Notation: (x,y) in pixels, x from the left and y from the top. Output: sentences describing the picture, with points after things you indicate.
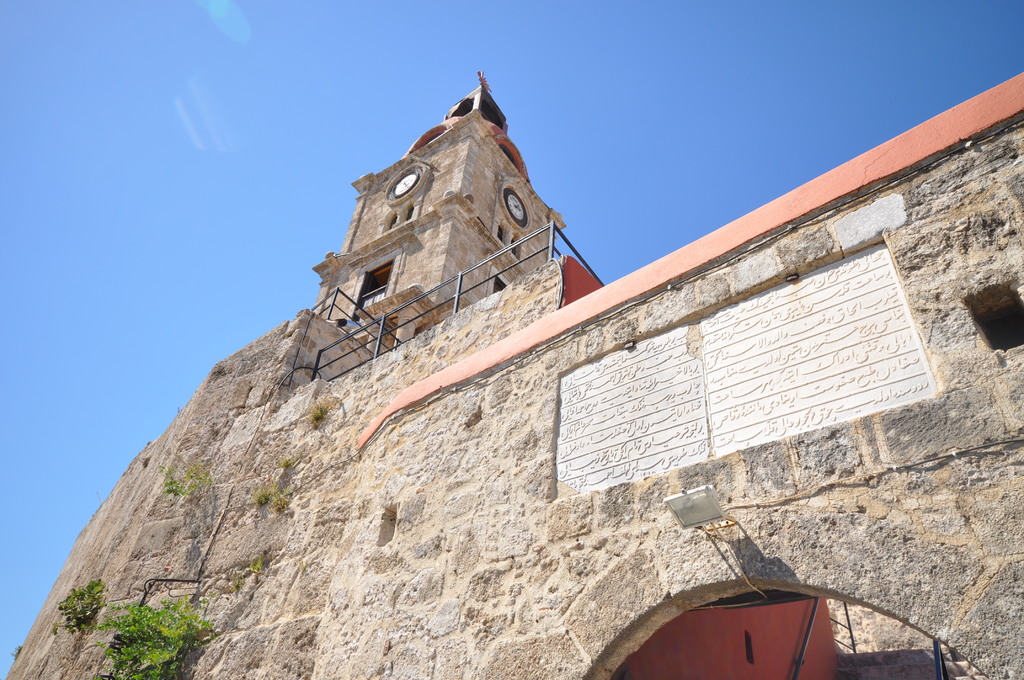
In this picture I can see there is a building (514,358) here and there is a tower (471,248), it has a clock (510,206) and there is a rock (755,419) here and there is something written on it. There are some plants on the building (216,511) and the sky (230,176) is clear.
